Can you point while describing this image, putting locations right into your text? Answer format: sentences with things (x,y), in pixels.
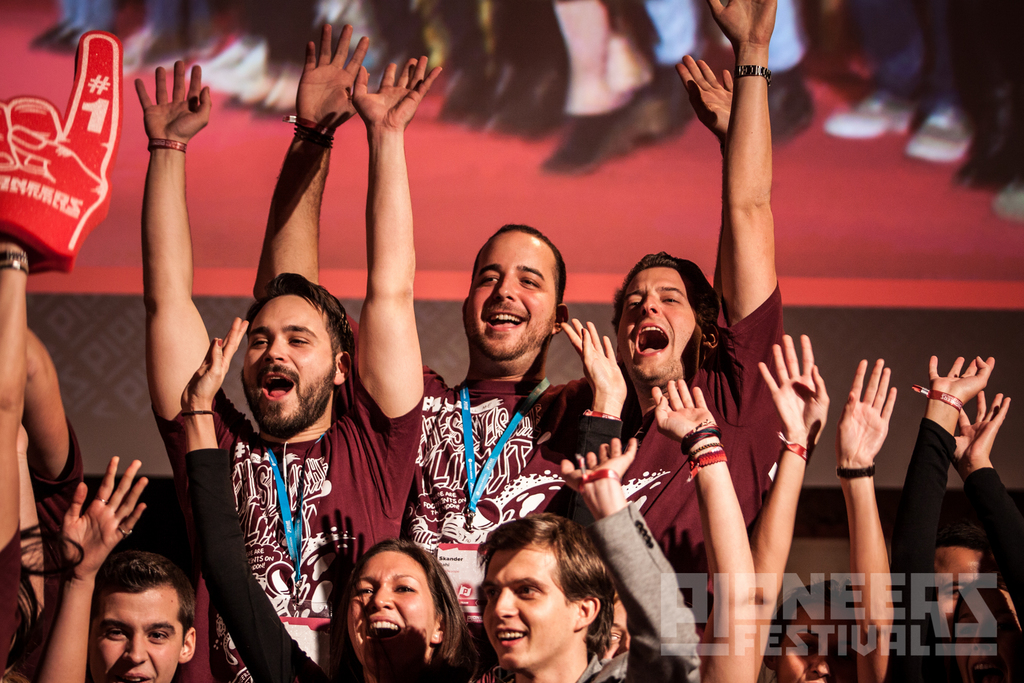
In this image there are people (543,531) standing and raised their hands (595,367) up. There is a red color background (919,193).
